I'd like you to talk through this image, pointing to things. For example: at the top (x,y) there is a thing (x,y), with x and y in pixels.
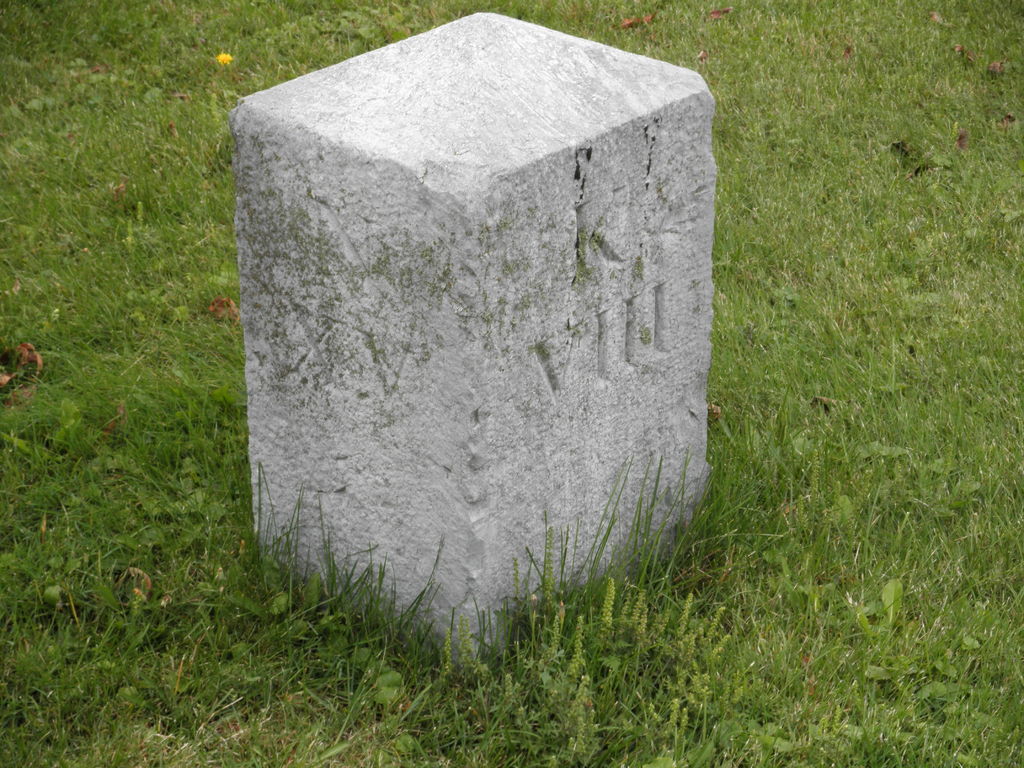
In this image there is a stone (403,383) in the middle (452,395). At the bottom (207,543) there is grass (750,585).
